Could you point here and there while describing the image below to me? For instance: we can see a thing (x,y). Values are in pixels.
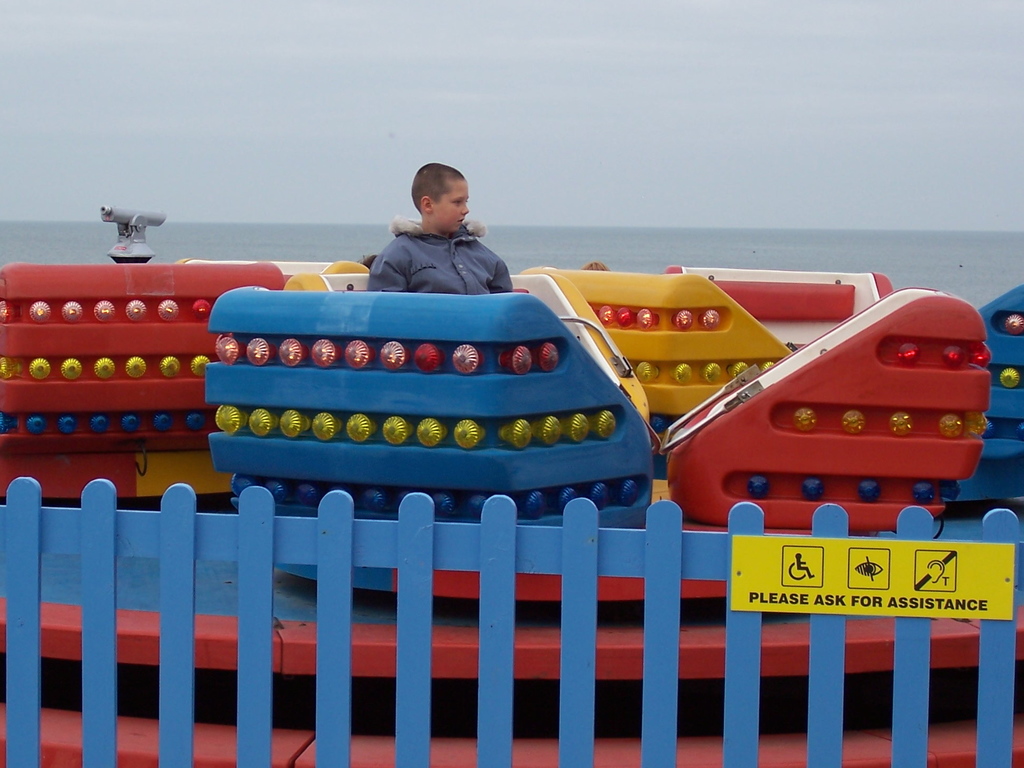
In this image I can see a fence (506,503) and ride car (381,337), on the ride car (553,398) I can see a boy (419,266) sitting, in the background (376,211) there is water (582,240) and the sky (711,79).
